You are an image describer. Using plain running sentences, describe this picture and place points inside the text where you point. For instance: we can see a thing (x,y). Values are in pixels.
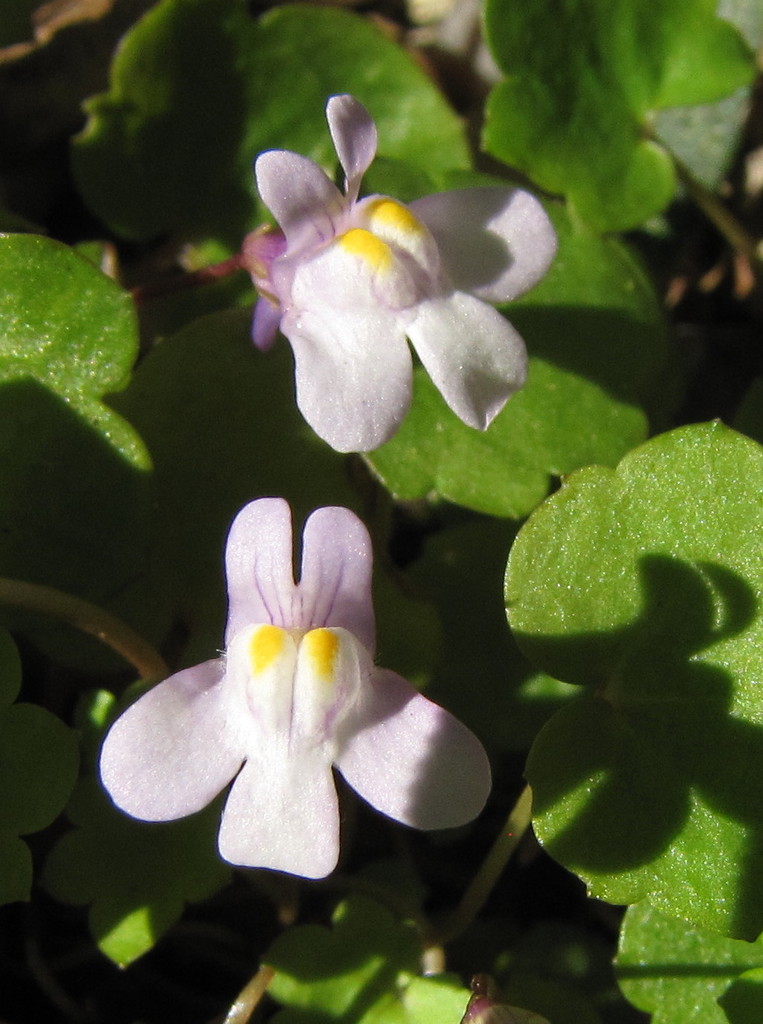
In this image we can see a plant (252,409) with two flowers (363,140) which are in white color.
